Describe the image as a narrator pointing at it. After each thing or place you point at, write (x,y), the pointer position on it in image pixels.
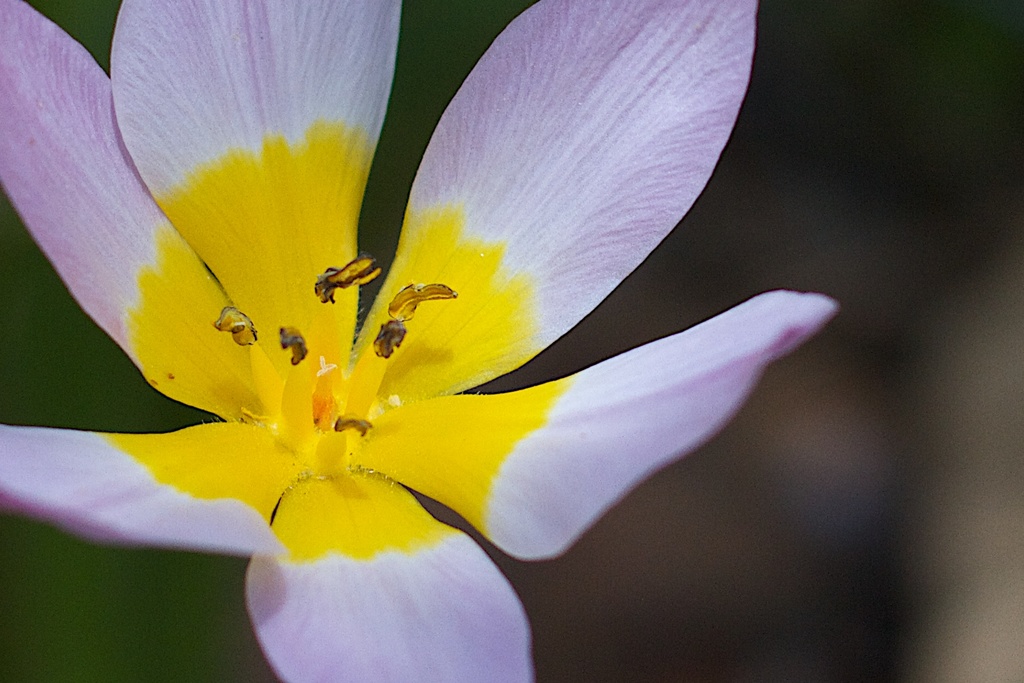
In this picture I can see a flower (308,603) in front (75,67), which is of white, purple and yellow in color and I see that it is blurred in the background (872,48).
